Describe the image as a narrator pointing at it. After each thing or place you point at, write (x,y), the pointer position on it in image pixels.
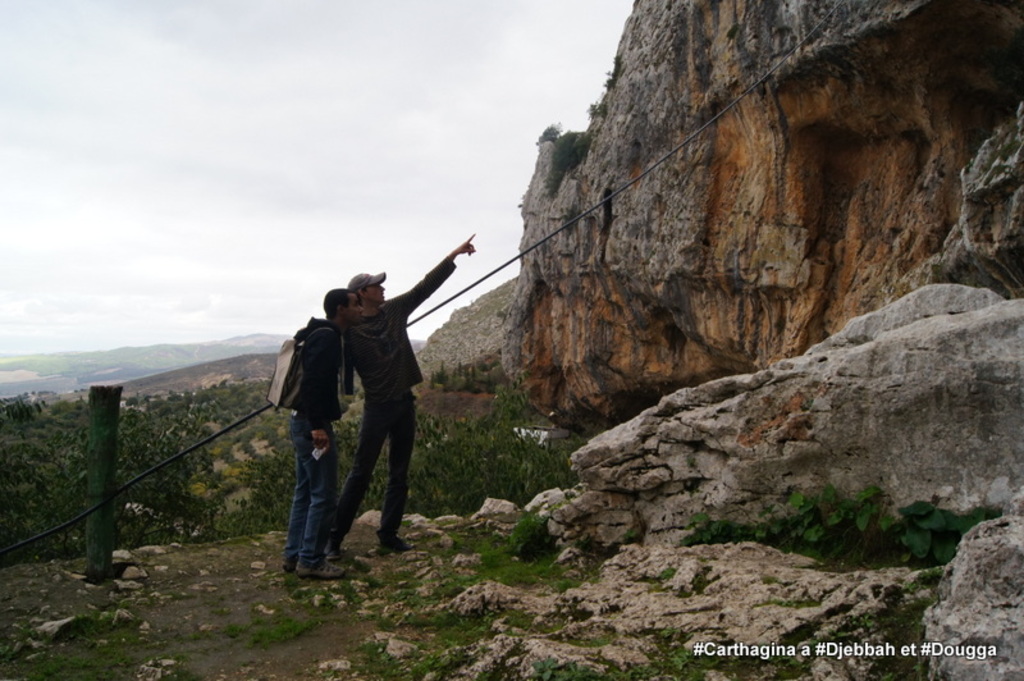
This image consists of two persons (308,455) in the middle (378,366). They are wearing black dress (383,384). There is something like mountain (606,411) on the right side (741,456). There is sky (336,141) at the top (206,129).
